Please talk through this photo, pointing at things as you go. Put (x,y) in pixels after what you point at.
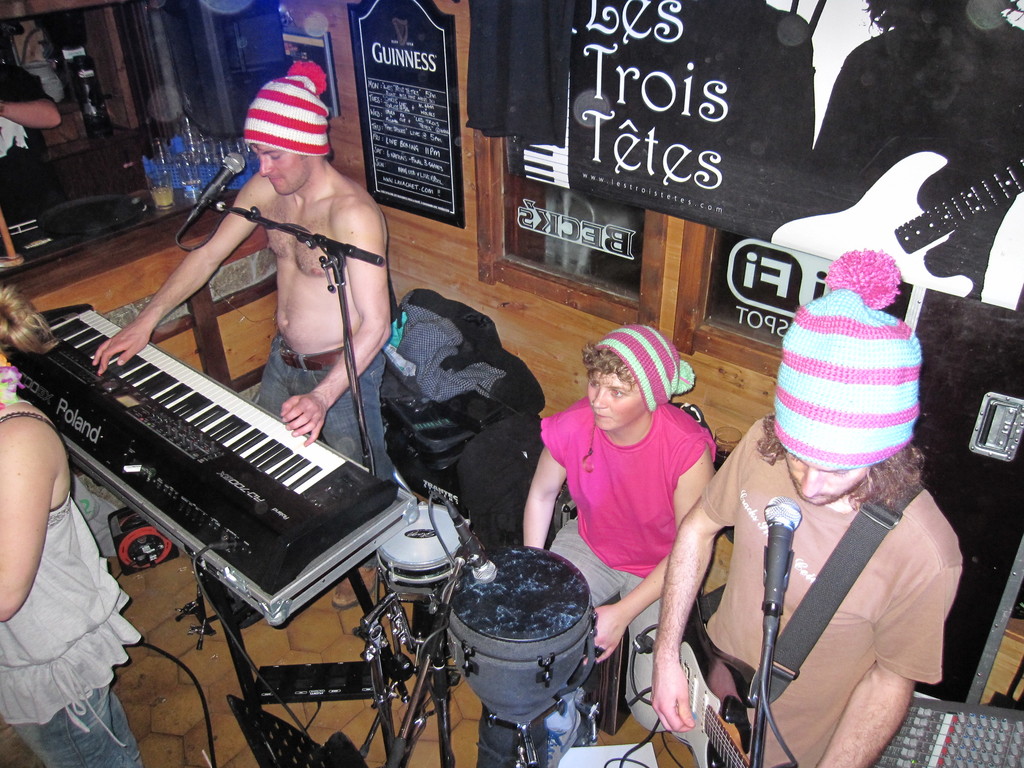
In this image there are group of persons (574,459) who are playing musical instruments (74,339) and at the background of the image (526,205) there is a door (497,163) and black color sheet (690,116).
